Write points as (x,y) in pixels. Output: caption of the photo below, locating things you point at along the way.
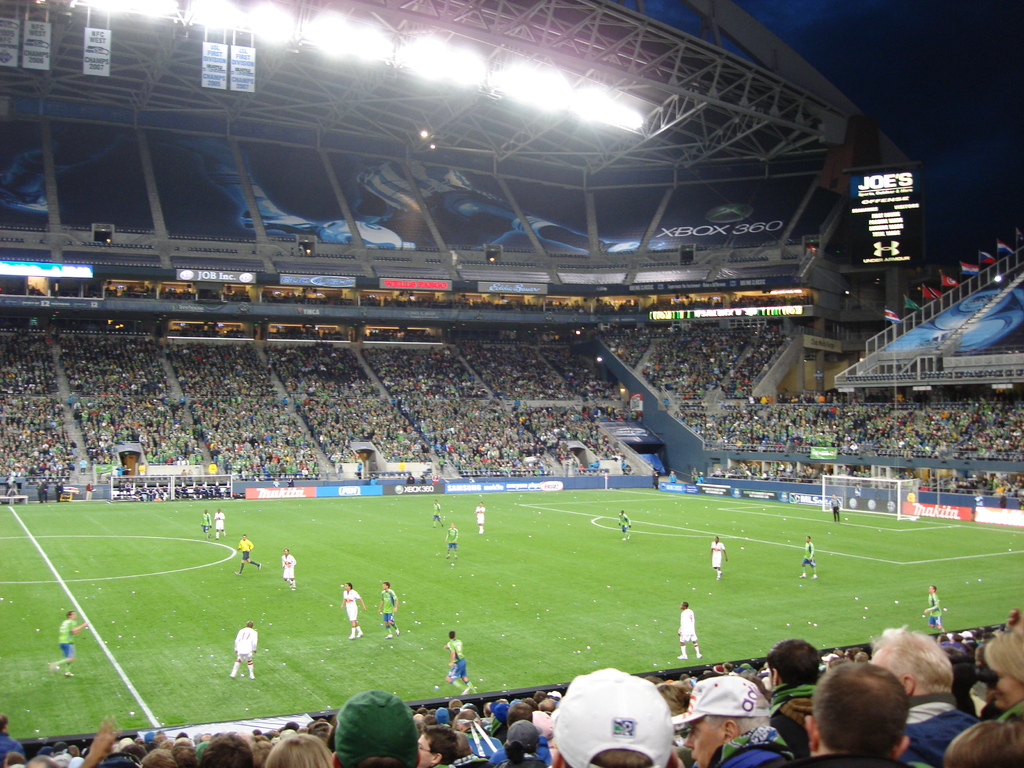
In this image I can see at the bottom (962,757) a group of people (814,715) are sitting and watching this football league. In the middle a group of people (392,612) are playing the football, at the top (582,100) there are focus lights (555,105). On the right side (901,205) there is an electronic display (880,249).
